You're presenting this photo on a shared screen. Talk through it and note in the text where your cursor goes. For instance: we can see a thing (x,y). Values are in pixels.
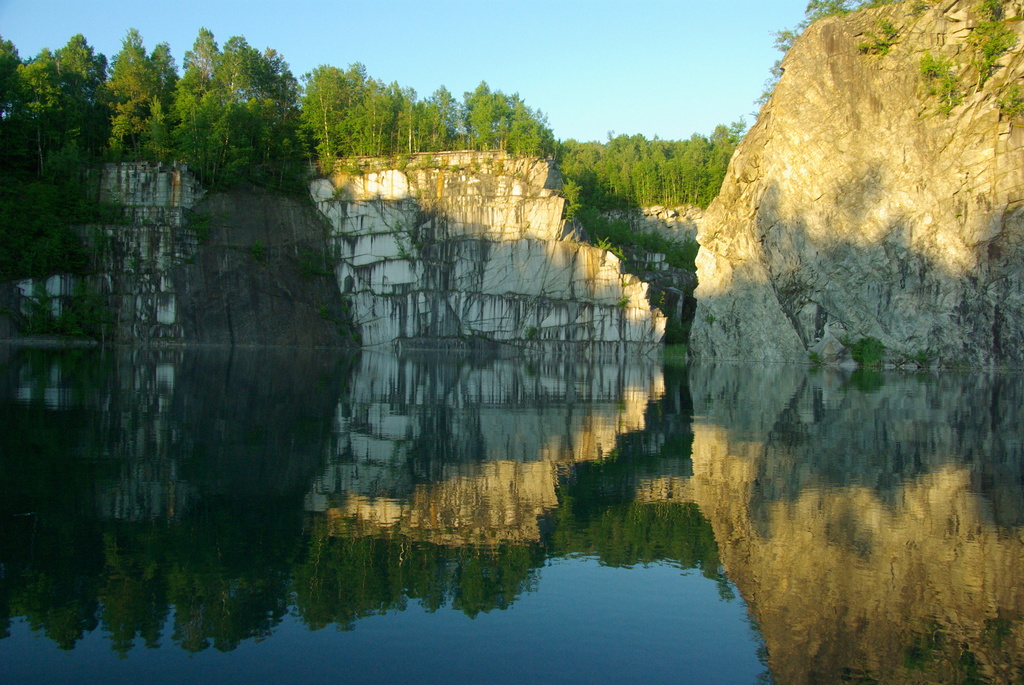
In this picture we can see the reflections (263,514) of a few trees (306,535) and other objects (299,427) on the water (382,436). We can see walls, a rock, trees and the sky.
